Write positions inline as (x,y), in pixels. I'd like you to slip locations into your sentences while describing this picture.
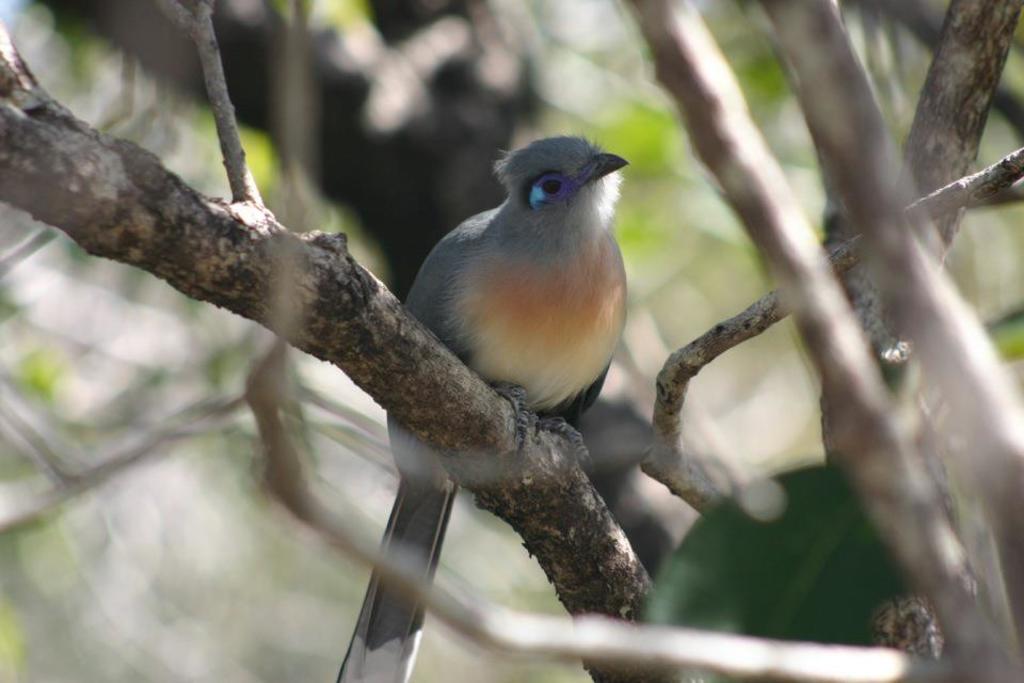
In this picture we can see a bird (500,349) on the branch (467,398). Behind the bird (504,303) there are branches (723,337) and blurred image.
